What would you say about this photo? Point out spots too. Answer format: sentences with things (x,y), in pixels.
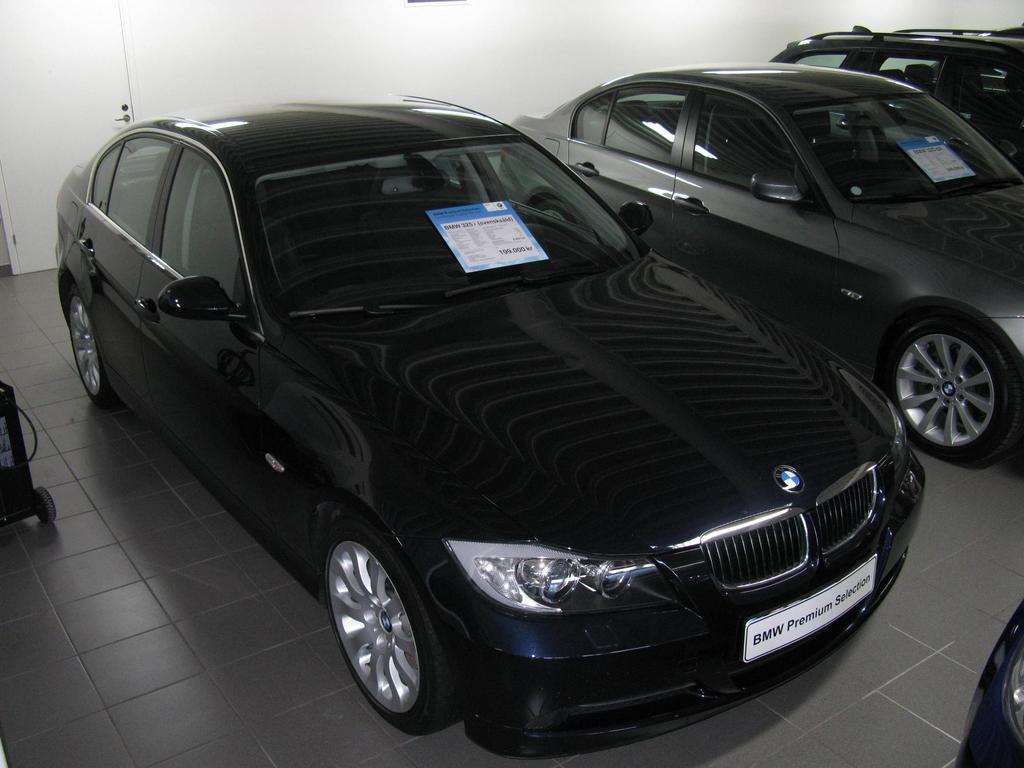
In this image, I can see the cars (789,368) inside a building (190,524). On the left side of the image (37,514), there is an object (35,498) with wheels (36,504), which is on the floor (107,587). In the background (233,73), there is a wall (534,62).
